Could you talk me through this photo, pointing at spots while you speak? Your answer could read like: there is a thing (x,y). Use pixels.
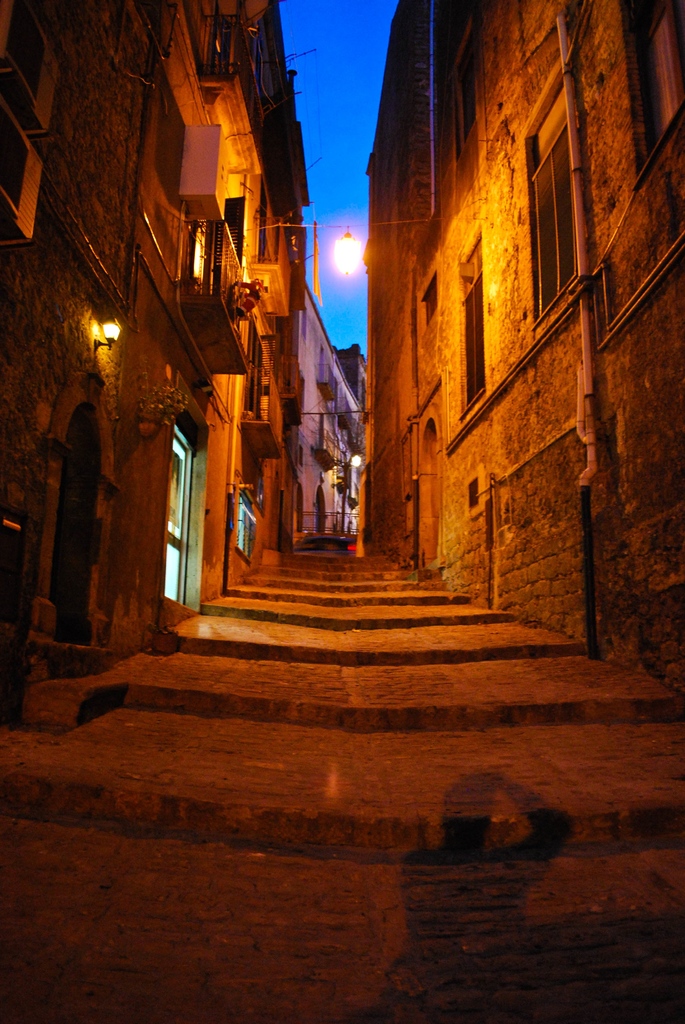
In this image we can see buildings (525,410) on the both sides. There are windows (558,292) and lights (351,273). Also we can see steps (330,595) between the buildings (279,279). In the background (345,107) there is sky (332,105).
